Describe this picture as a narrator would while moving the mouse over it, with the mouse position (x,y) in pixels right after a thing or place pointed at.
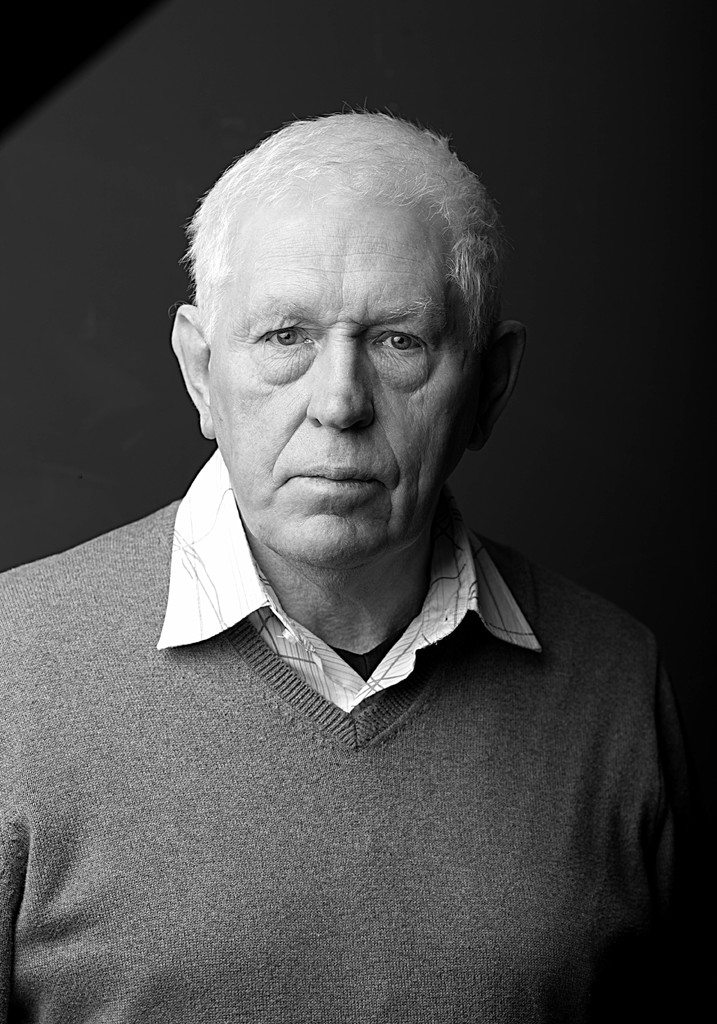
In the image we can see a man (405,818) wearing clothes (290,804) and sweaters (548,781). This is a black and white image.
